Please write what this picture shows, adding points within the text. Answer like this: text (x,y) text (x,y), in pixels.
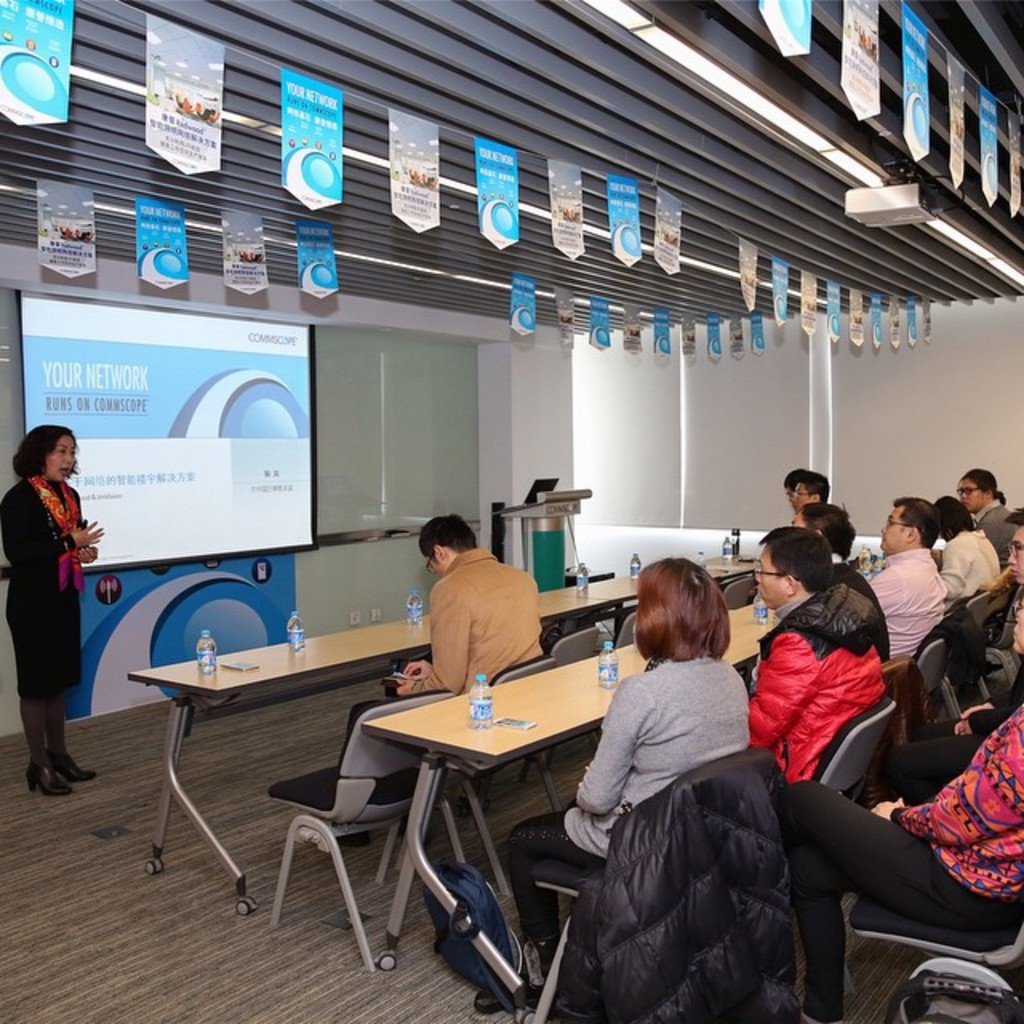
There are group of people (762,668) sitting in front of the projector display screen (190,436). There is a woman (23,608) who is standing and speaking to these people (647,696). There is a monitor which connects to this projector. In front the people (693,702) who are sitting, there is a table (430,720) and on the table (419,727) there is a water bottle (759,601). In the background (553,406) we can observe a wall (566,406). To the ceiling (110,112) there are papers (55,60) tied here.
